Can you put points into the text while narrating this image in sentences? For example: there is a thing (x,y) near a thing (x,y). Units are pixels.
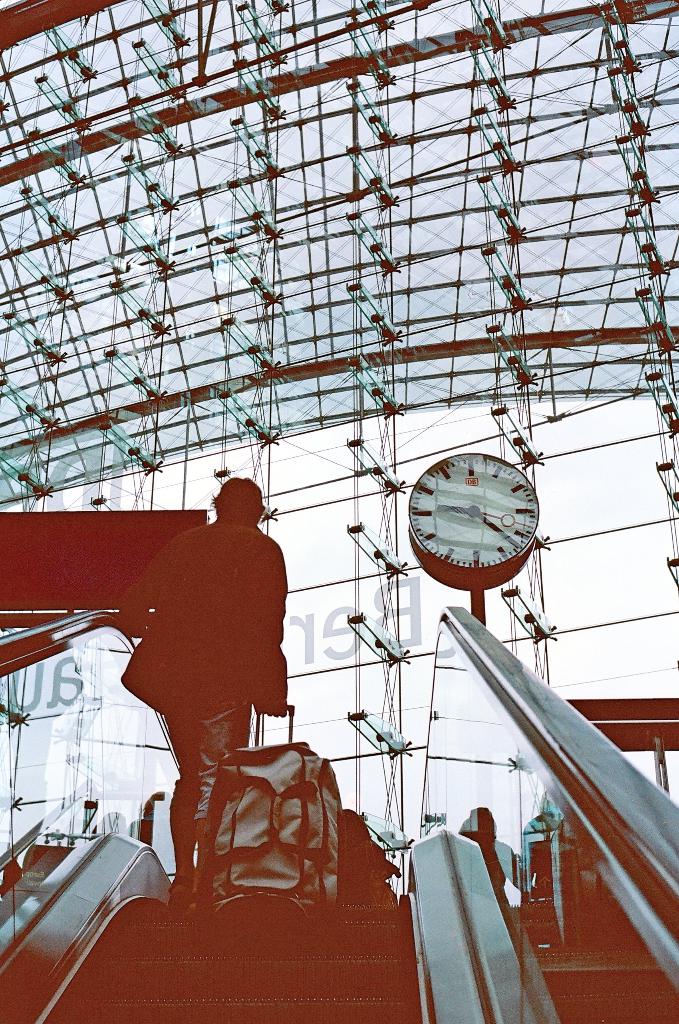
This is a person (280,618) holding a trolley bag (299,796) and standing on the escalator (181,978). This is the clock (439,565). I think these are the glass doors (486,354).
